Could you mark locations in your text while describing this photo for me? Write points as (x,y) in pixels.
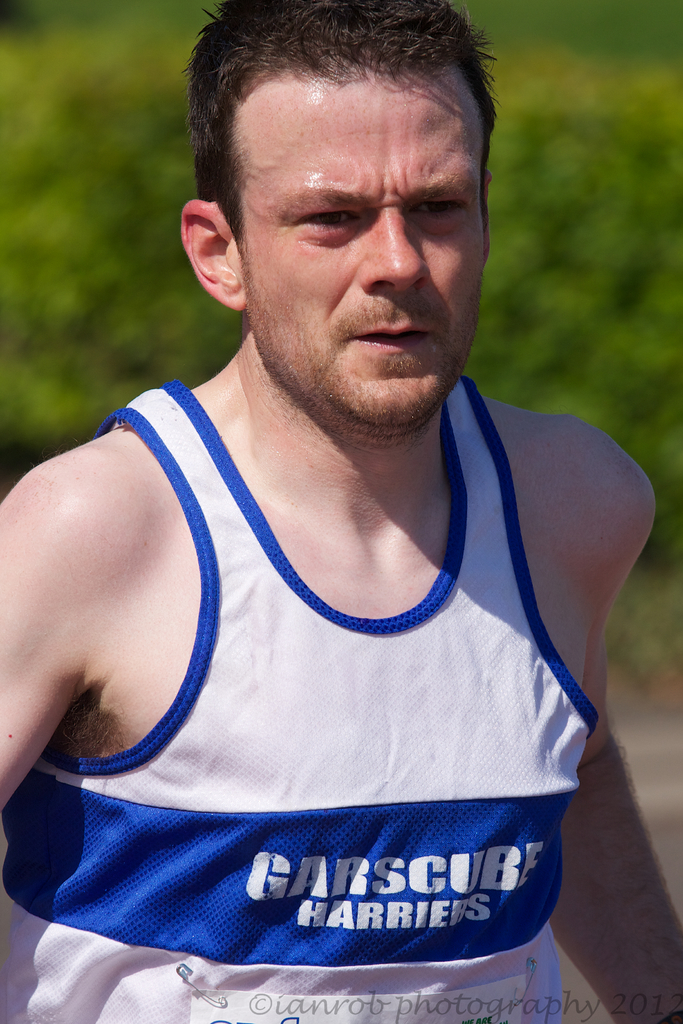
In this image there is a man (302,662) who is wearing the sleeve less banian (355,786), to which there is a badge (383,1004) which is attached to the shirt (405,782) with the clips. In the background (173,200) there are trees (544,218).
